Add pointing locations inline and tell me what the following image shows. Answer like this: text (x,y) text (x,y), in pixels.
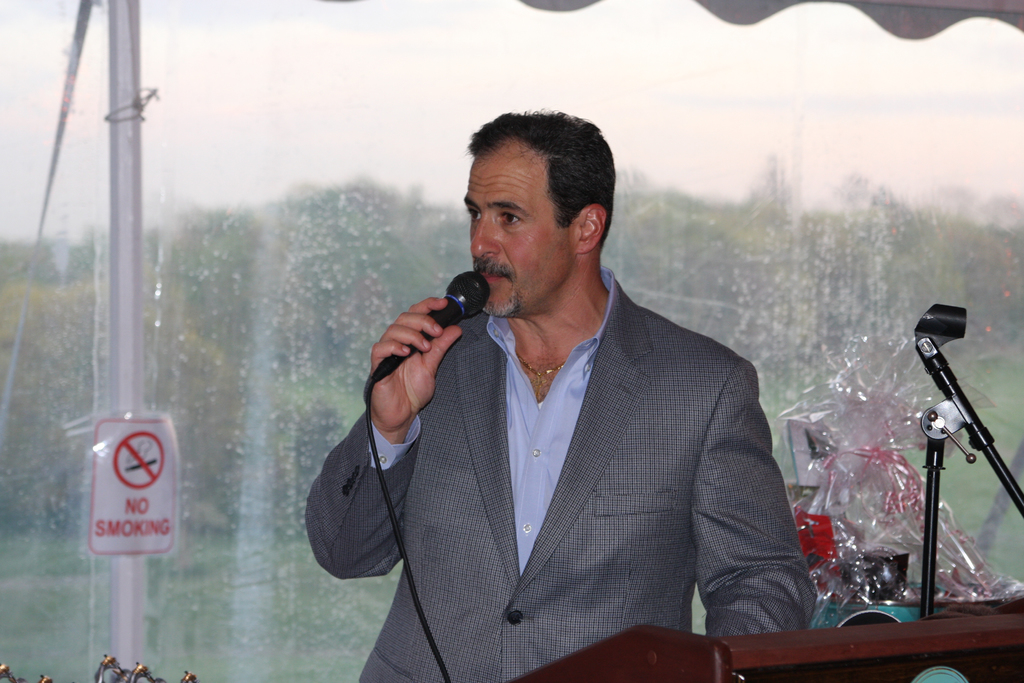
The person (627,479) wearing suit (627,479) is standing and speaking in front of a mic (479,285).
